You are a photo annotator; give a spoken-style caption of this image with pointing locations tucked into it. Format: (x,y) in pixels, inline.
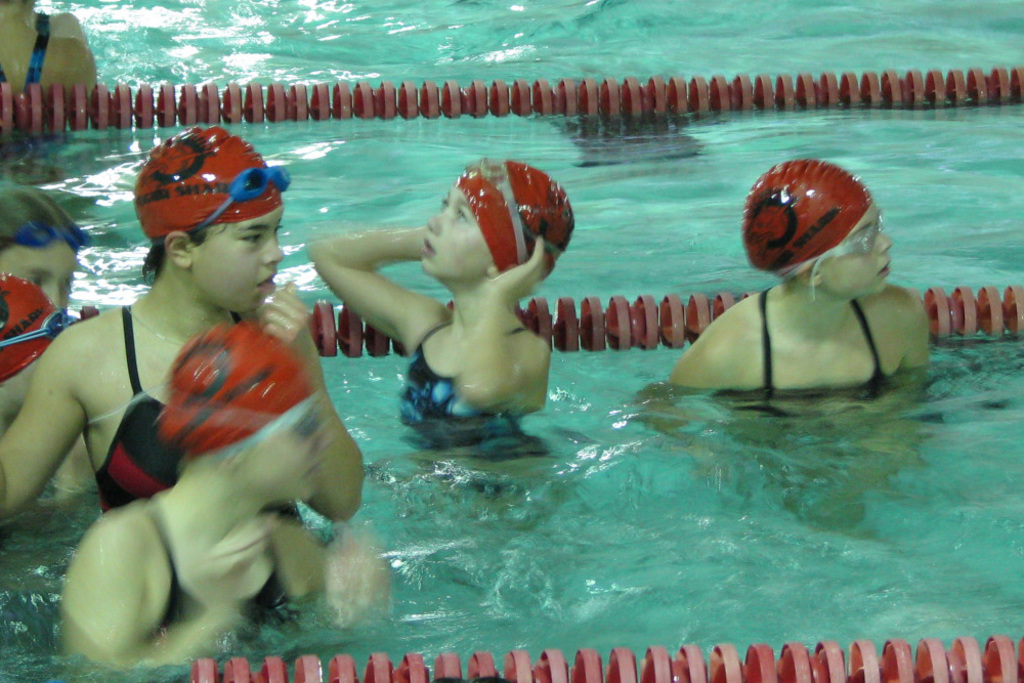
In this picture I can observe some children (184,247) in the swimming pool (92,110). Most of them are wearing caps (191,183) and spectacles (211,217) on their heads (480,231). In the background (553,376) I can observe water (270,152).
